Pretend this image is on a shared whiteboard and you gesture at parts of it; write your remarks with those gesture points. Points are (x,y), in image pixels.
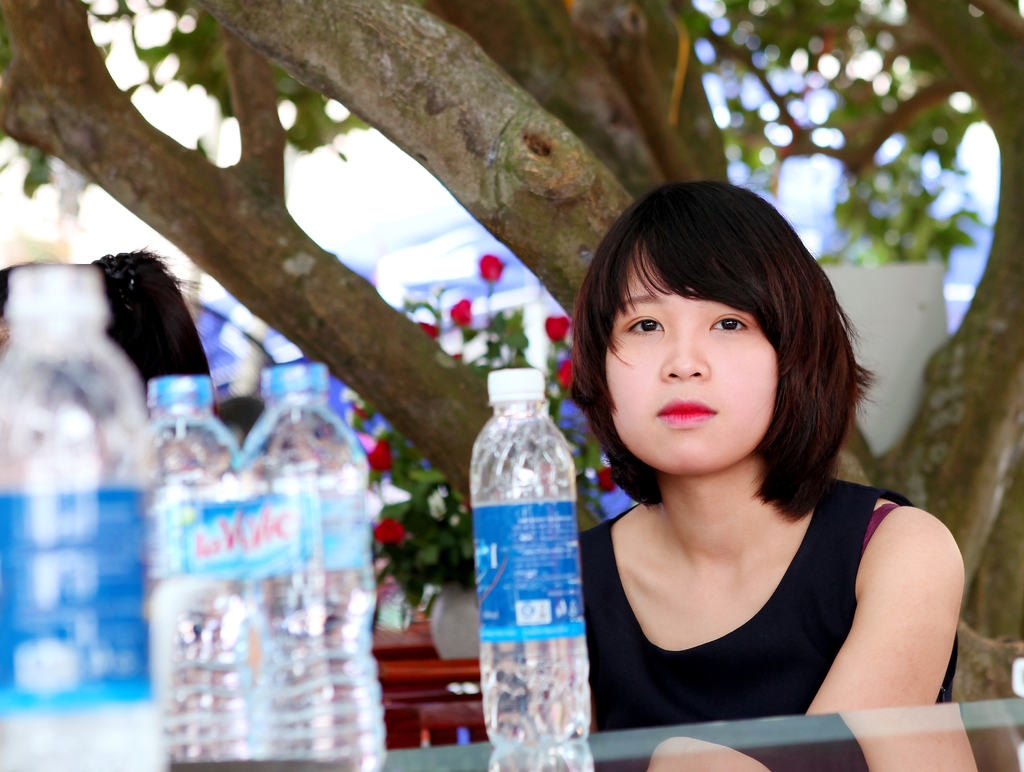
As we can see in the image there is a tree (385,95) and a women (822,418). In front of women (760,562) there are few bottles (294,434).
